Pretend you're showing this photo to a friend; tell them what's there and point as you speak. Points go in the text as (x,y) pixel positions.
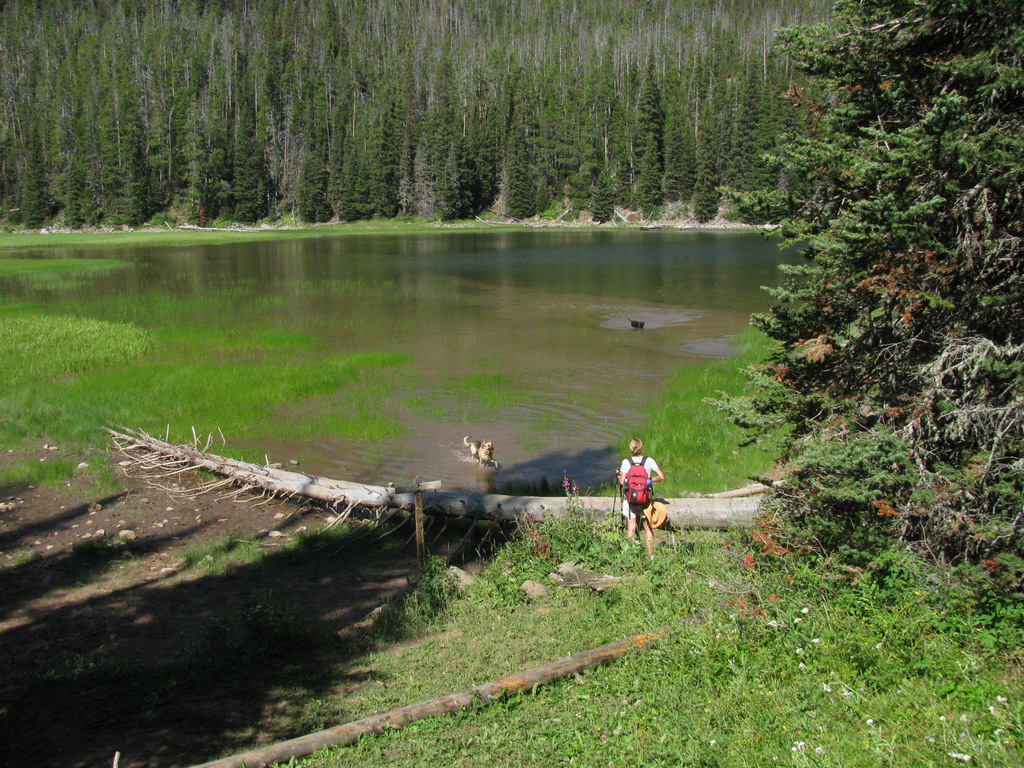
In this picture we can see a person (639,454) and a dog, the person (650,466) wore a bag (625,489), in front of the person (628,505) we can see a wooden bark (692,520), in the background (771,115) we can find water (717,334) and few trees (750,104).
